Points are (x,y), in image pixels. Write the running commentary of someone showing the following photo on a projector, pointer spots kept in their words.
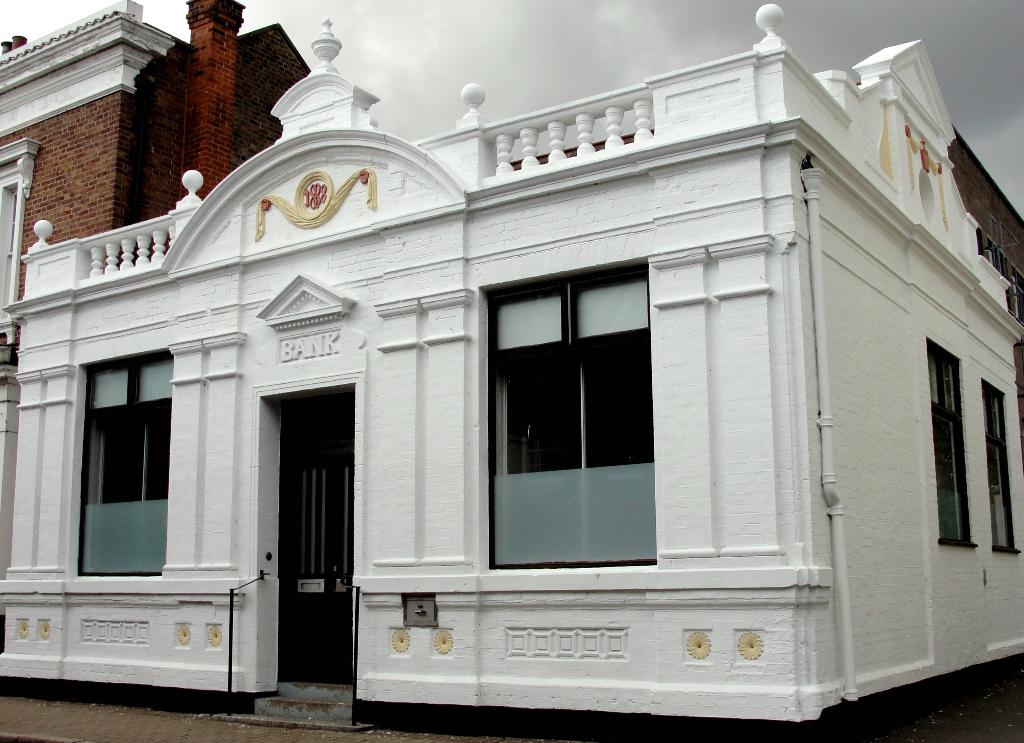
In this image we can see buildings (445,224), windows (139,369), door (317,454), pipelines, floor (176,712) and sky (422,131) with clouds (179,16).
